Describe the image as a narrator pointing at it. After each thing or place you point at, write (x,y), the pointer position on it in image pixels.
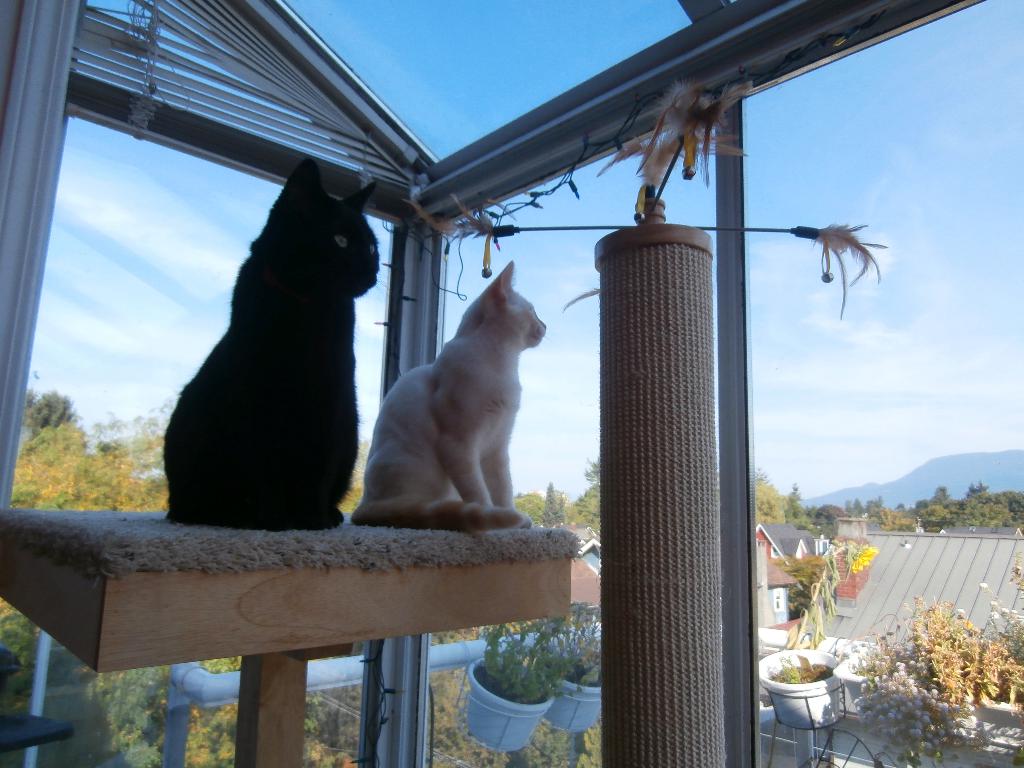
In this image there are two cats (344,414) sat on a stand (183,657) are watching houses (877,546) and trees (811,518) from a glass door (765,481).
